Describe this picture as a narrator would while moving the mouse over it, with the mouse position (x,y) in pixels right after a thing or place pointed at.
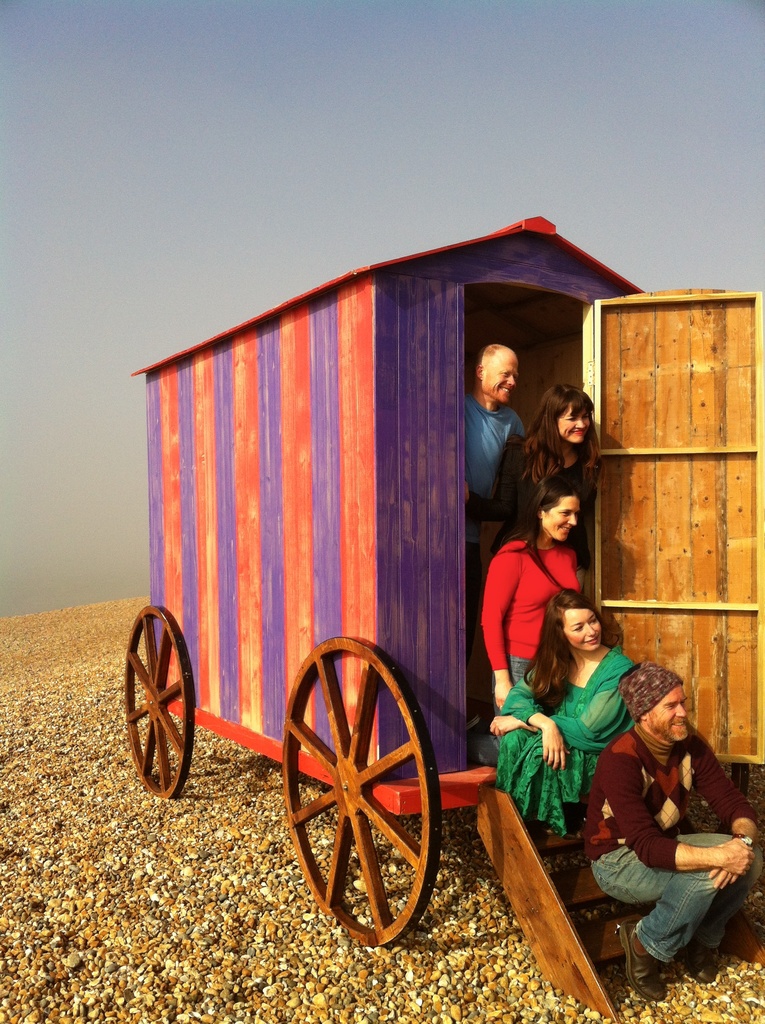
In this image there is a cart (311,560), in the cart (460,505) there are a few people (503,495) sitting and standing on the stairs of a cart (751,699) and looking to the right side of the image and there is a surface (123,912) of the rocks (199,962). In the background (365,140) there is the sky (374,143).
